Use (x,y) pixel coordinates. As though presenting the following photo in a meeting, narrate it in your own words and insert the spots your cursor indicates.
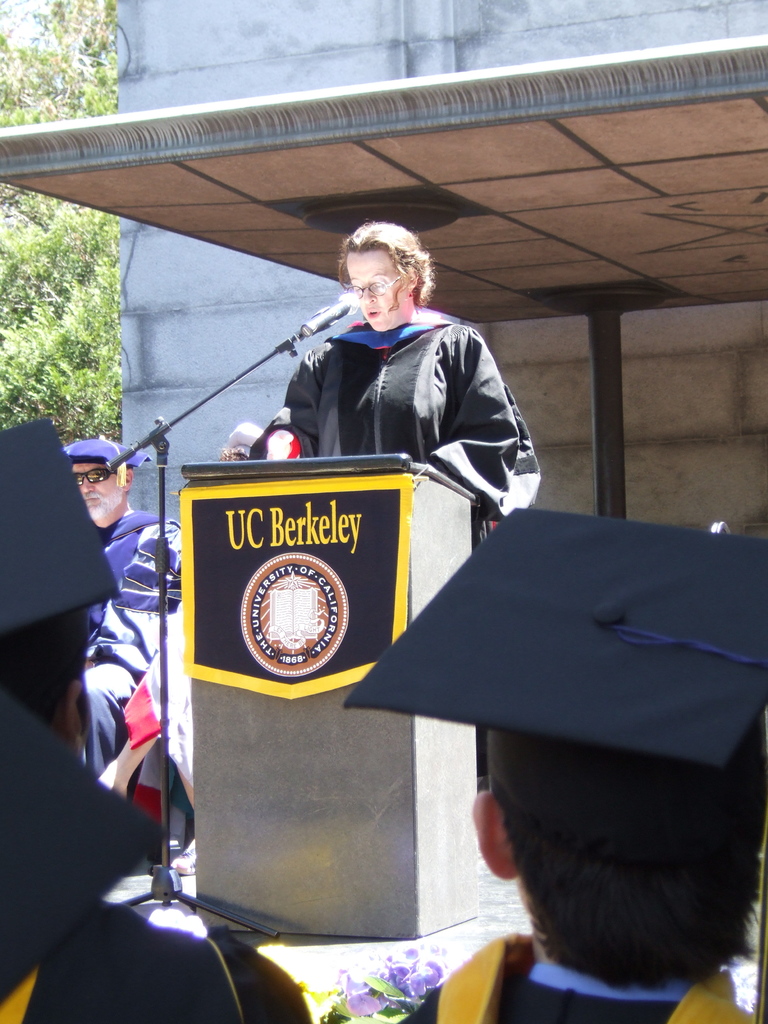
In this image we can see persons (171,761) sitting on the chairs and a person (388,403) standing at the podium (385,460) and speaking to a mic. In the background (180,438) there are building (206,78) and trees (23,7).
